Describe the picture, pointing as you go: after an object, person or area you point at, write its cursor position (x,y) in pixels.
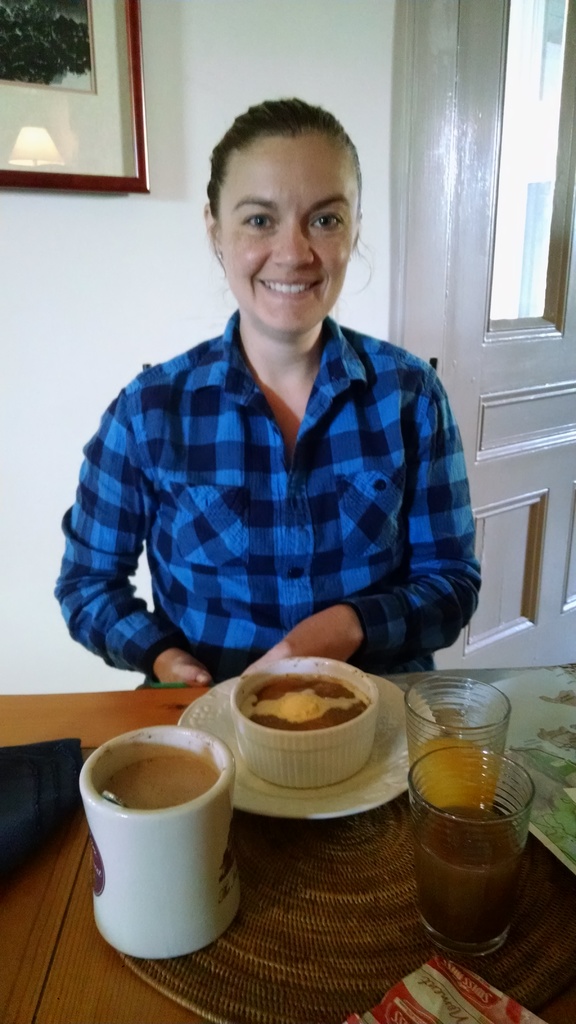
In this image I can see a woman (269,482) is smiling. The woman (302,499) is wearing blue color clothes (319,502). On the table (240,864) I can see glasses (446,904), plate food items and other objects (187,731). In the background (173,201) I can see a wall (134,251) which has a photo (84,102) attached to it.
